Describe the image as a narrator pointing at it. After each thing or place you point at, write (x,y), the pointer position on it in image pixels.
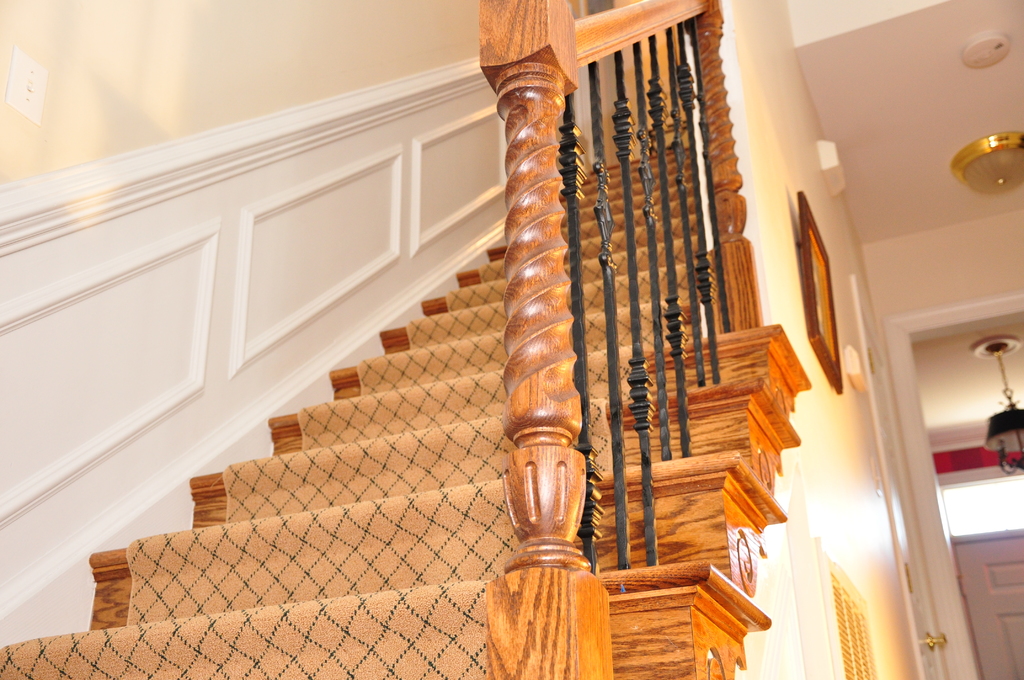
In this image I can see a staircase (487,405). There is a photo frame (812,231) on the wall (801,344). On the right side (1010,636) I can see two doors (993,611).
